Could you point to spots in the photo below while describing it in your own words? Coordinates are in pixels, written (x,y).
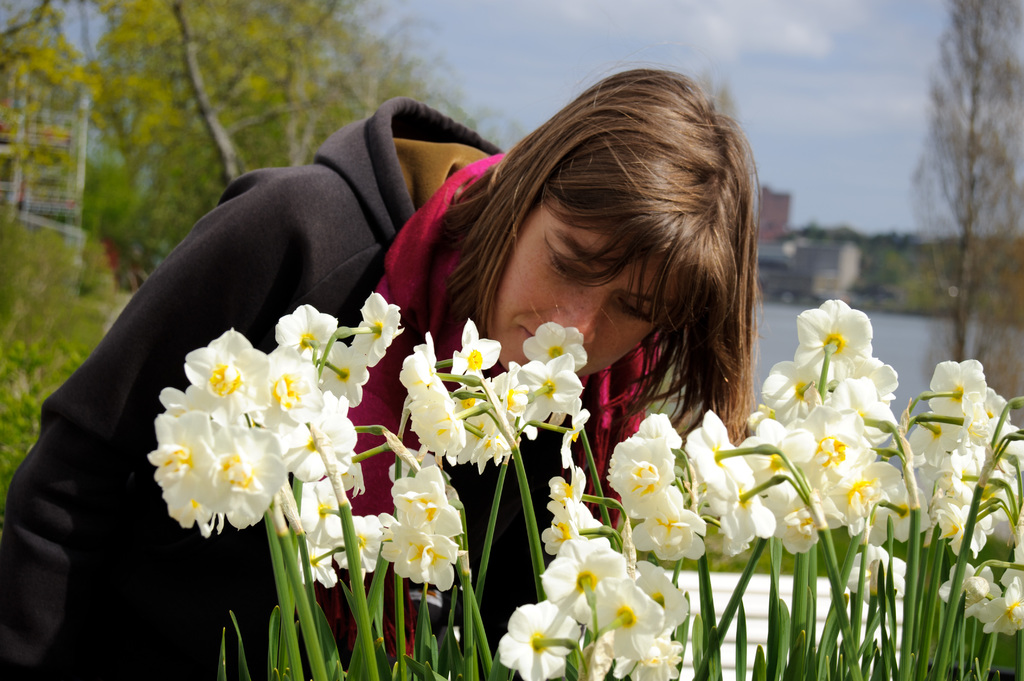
In this image we can see a lady (390,373), there are flowers (476,426), plants (967,540), trees (1013,15), buildings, also we can see the sky (741,84).
